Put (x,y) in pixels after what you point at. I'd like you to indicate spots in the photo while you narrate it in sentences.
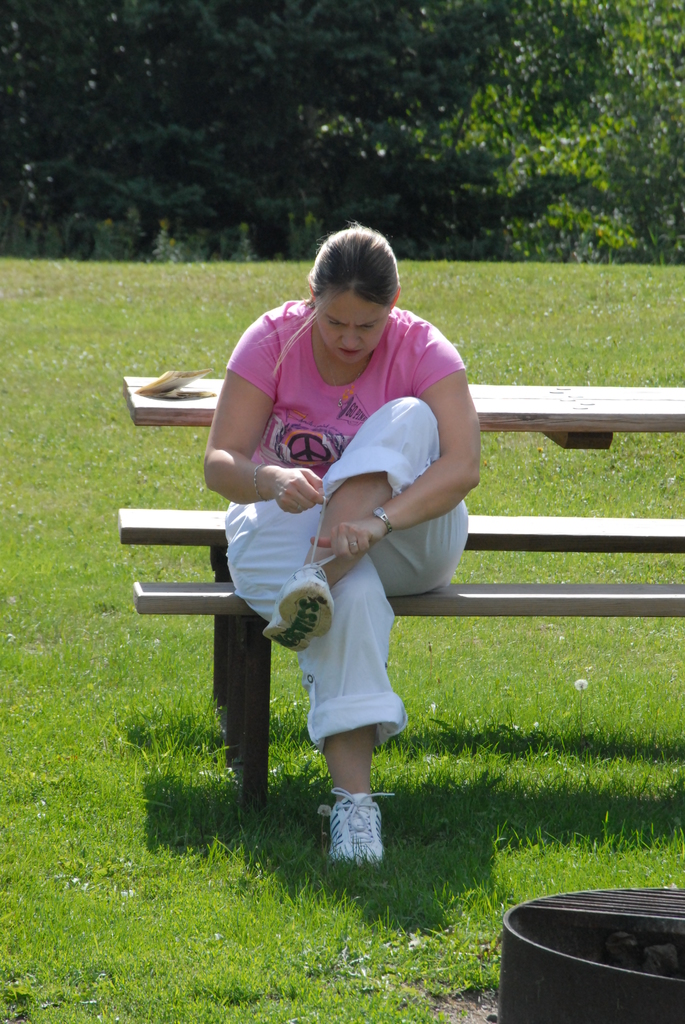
A beautiful woman (364,664) is sitting on the bench (459,592) and tying the shoe lace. She wore pink color t-shirt (408,382) and a white color trouser (354,620). At the back side (426,146) there are trees (335,184) in this image.
